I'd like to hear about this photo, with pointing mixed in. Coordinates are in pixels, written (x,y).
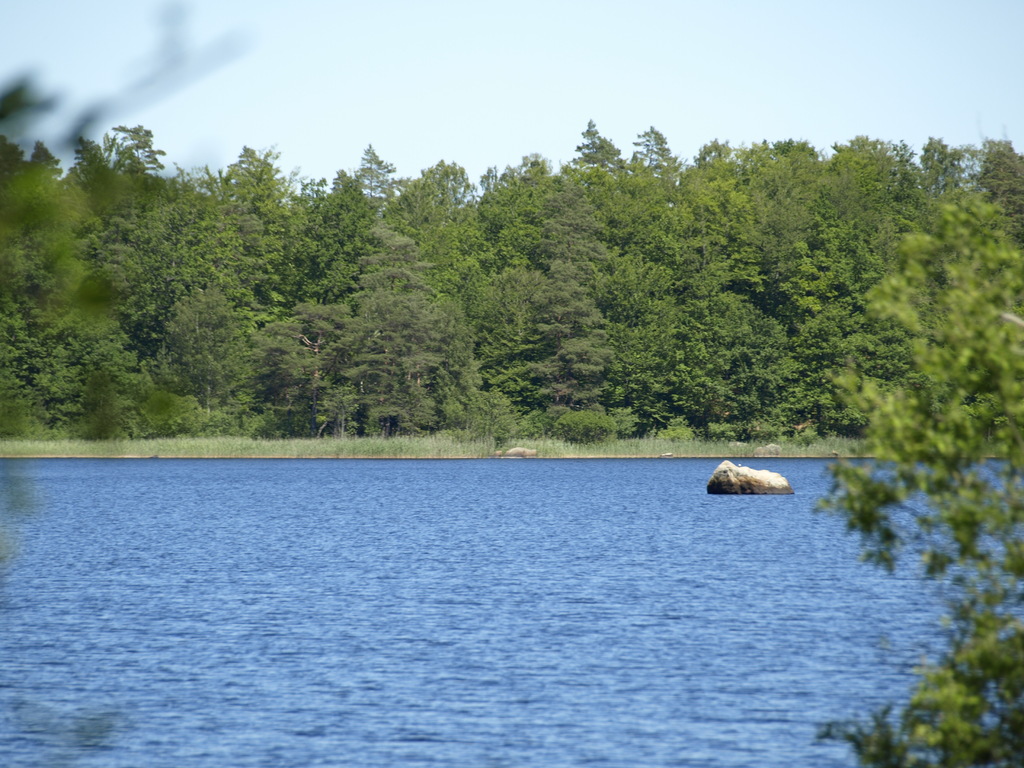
In this picture we can see a lake (325,604), in which we can see the rock (767,485), around we can see full of trees (695,230).
